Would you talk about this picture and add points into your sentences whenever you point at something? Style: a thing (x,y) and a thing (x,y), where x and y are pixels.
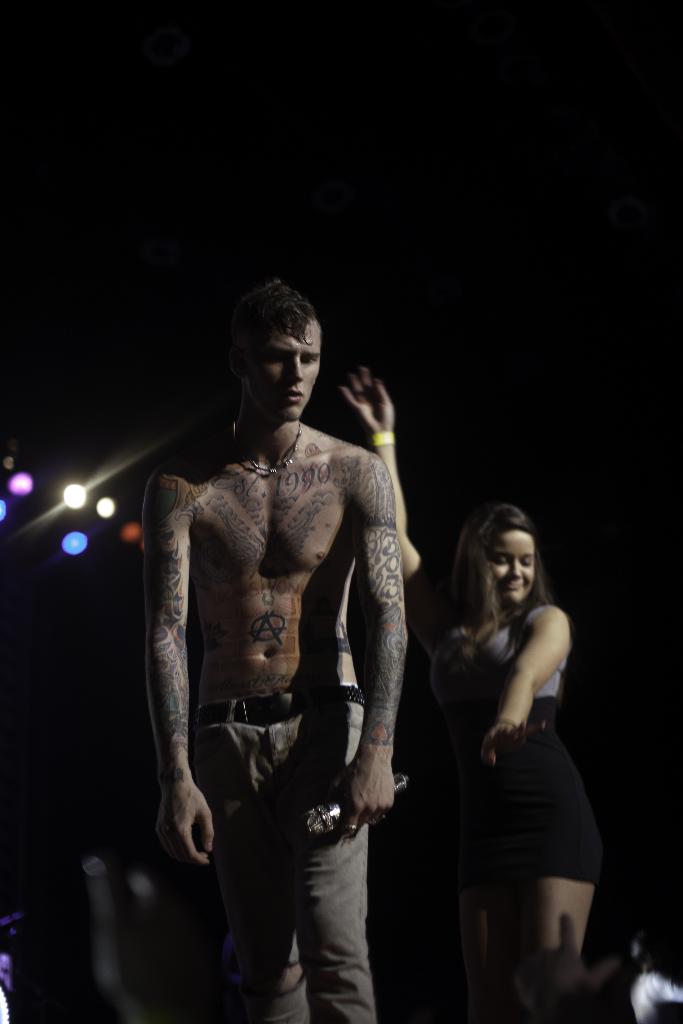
In this picture we can see a person (316,780) holding a microphone (351,806) in his hand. We can see a woman (472,616) on the right side (484,761). It looks like a person (643,969) is visible in the bottom right (653,953). We can see a blur view at the bottom of the picture (141,1000). There are some lights (76,491) visible in the background (26,487).
